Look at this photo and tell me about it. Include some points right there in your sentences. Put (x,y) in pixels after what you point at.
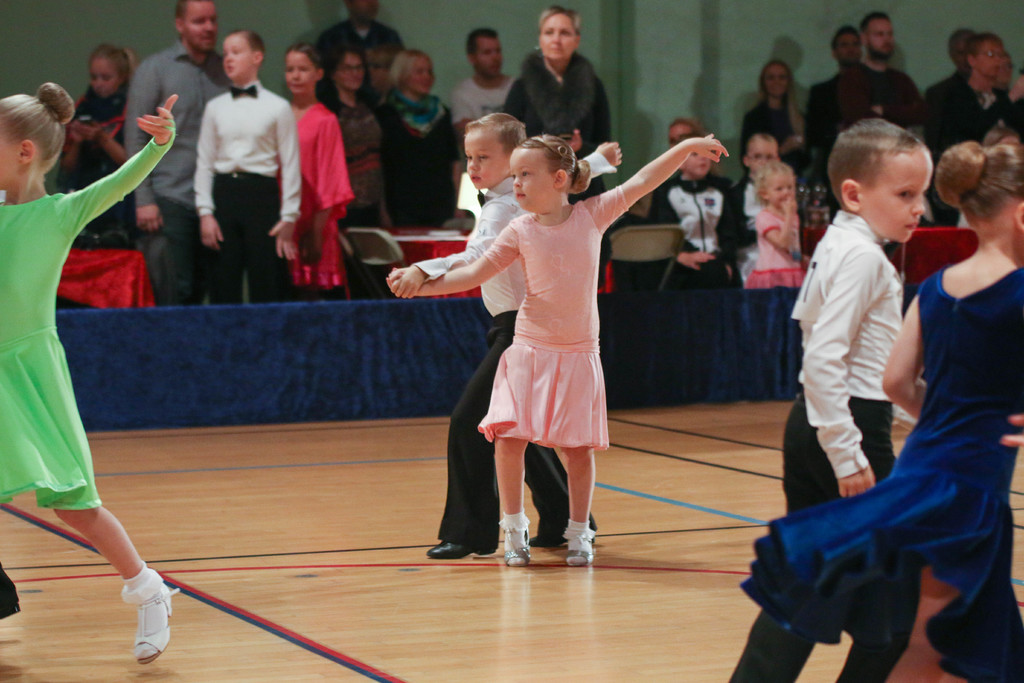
This image is taken indoors. At the bottom of the image (369,634) there is a floor (383,569). In the background (635,26) there is a wall (77,78). Many people (299,165) are standing on the floor (819,664). There are a few tables (136,270) with tablecloths (124,279) and there are few empty chairs (672,254). In the middle of the image (534,288) a girl (534,288) and a boy (514,284) while performing. On the right side of the image (917,447) a girl (934,397) and a boy (842,476) are walking on floor (831,668). On the left side of the image (58,403) there is a girl (22,337).
